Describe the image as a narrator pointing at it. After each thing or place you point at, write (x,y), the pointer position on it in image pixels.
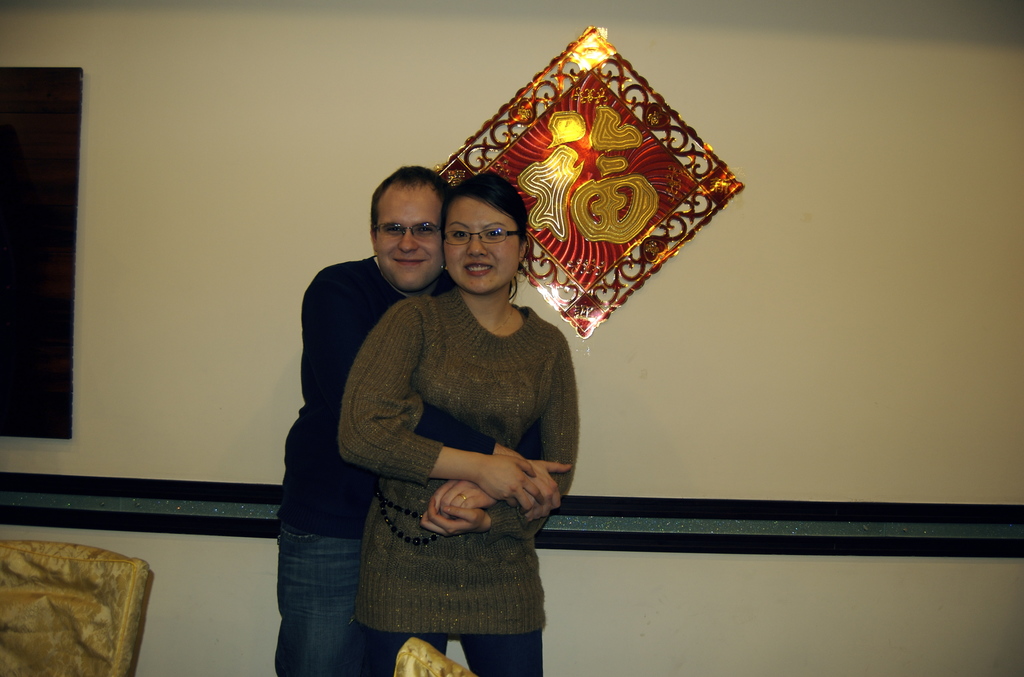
In this image, there are a few people (493,445). In the background (612,421), we can see the wall (663,375) with some objects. We can also see an object (114,556) on the bottom left corner (46,575) and an object (451,663) at the bottom (409,669).
